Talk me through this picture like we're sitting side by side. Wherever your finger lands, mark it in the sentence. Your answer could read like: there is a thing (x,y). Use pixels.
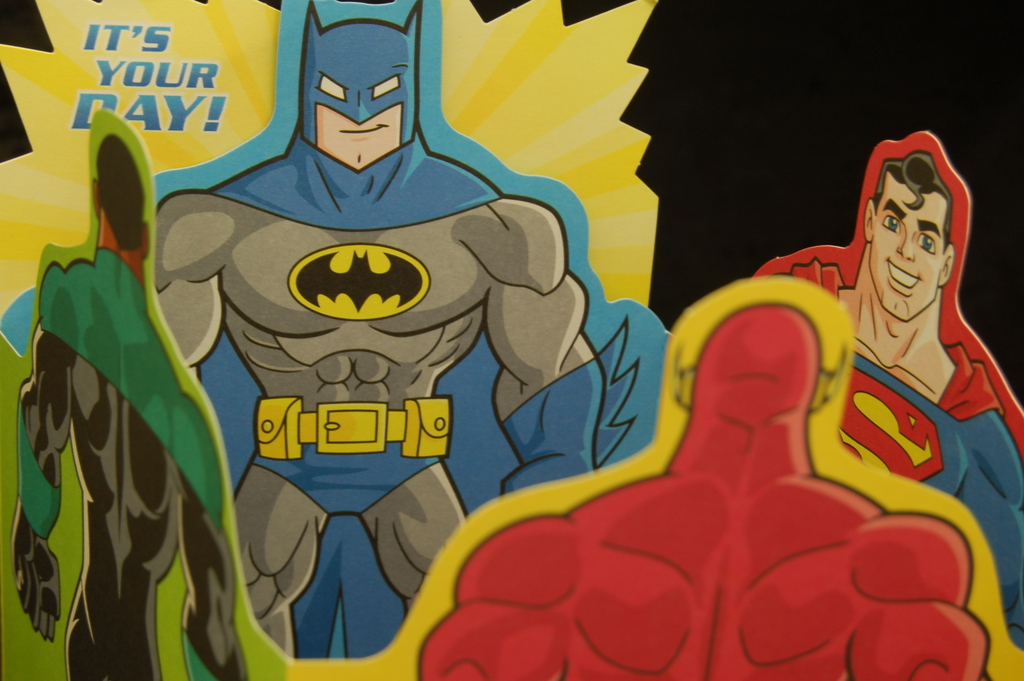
In this image we can see cartoons (556,373).
